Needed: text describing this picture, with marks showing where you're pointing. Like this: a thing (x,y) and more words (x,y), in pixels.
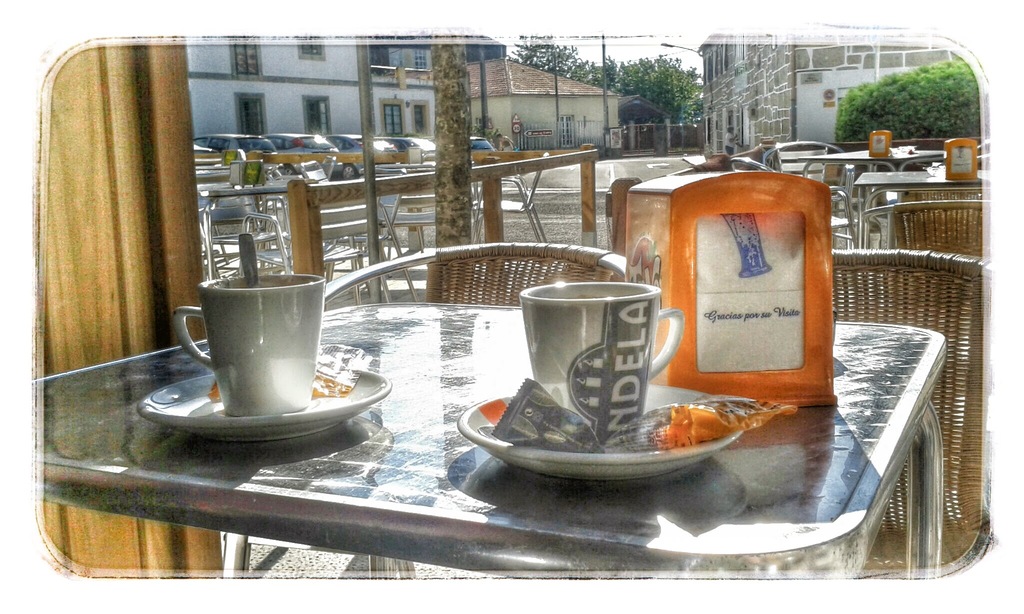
In this image, we can see so many tables (830,155), chairs (838,212). On top of the table (327,450), items (556,287) are placed on it. On left side (175,257), we can see wooden wall (75,260). And the background (294,106), there is a house (797,99), buildings (499,97). We can see plants (686,103), sky (692,63), poles (682,50). Here we can see vehicles (422,143) are parked and there is a road (558,227).
